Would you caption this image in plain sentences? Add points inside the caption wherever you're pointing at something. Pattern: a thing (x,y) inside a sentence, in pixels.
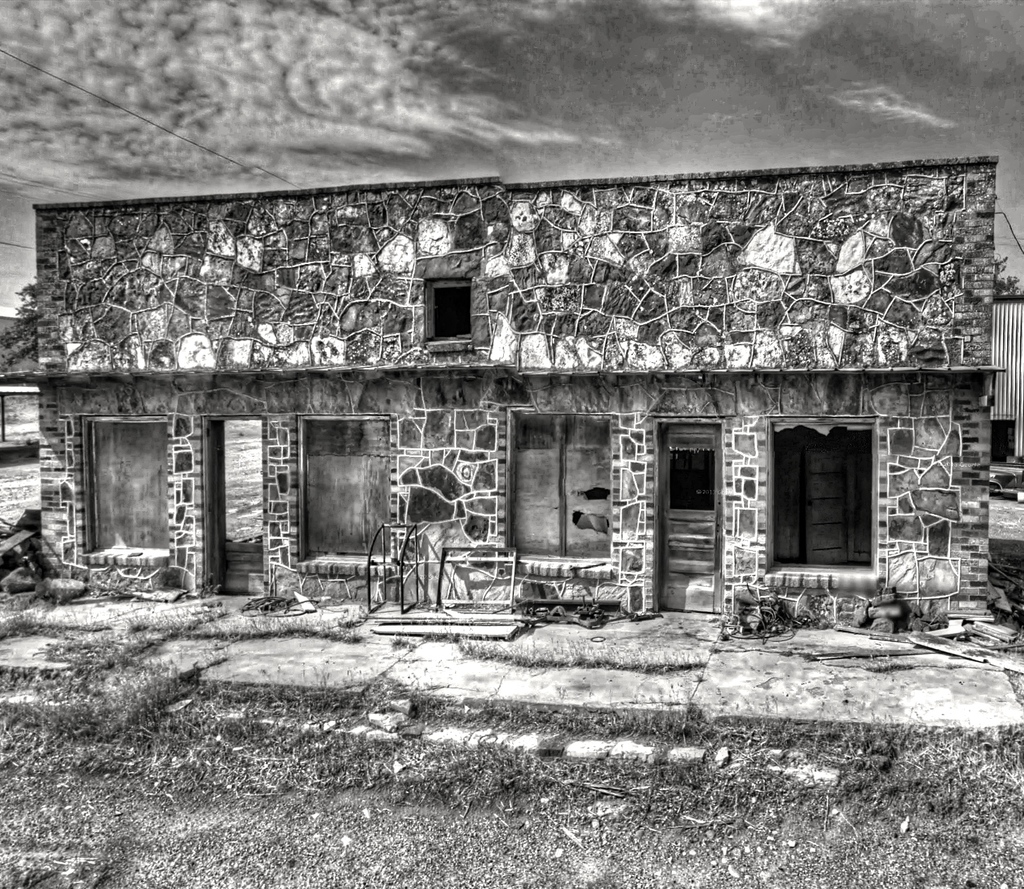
In this image we can see a building (473,369). On the ground (396,689) there is grass (432,749). In the background (412,118) there is sky (599,80) with clouds (14,21). And this is a black and white image.
